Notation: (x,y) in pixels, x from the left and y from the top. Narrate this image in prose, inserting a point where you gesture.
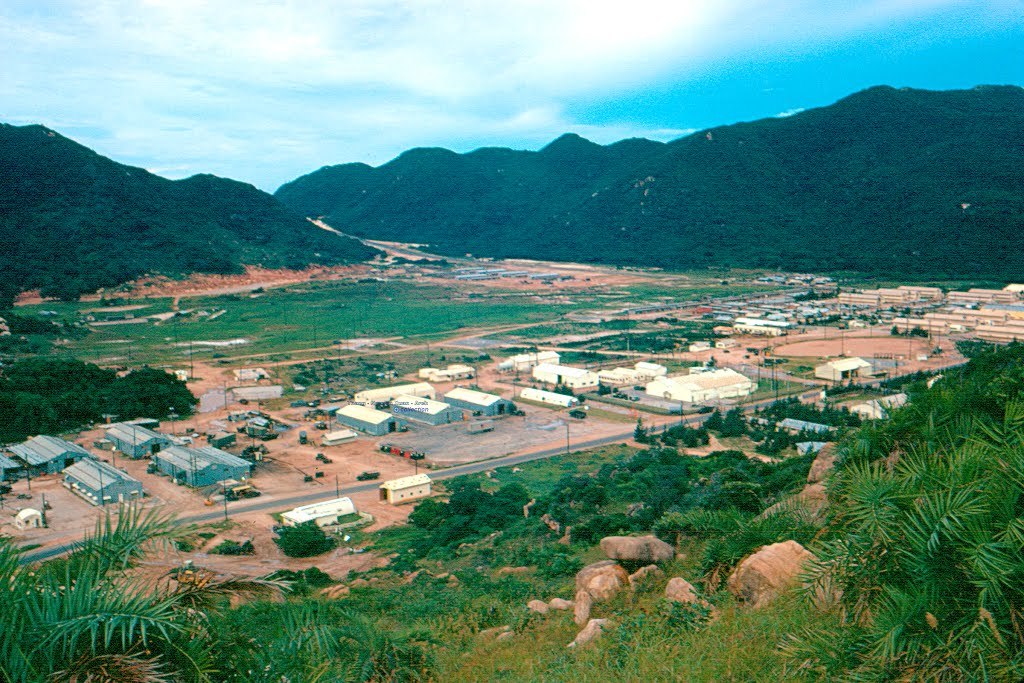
We can see grass (737,604), trees (159,643) and stones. Here we can see houses (83,459). In the background (202,218) we can see grass (319,288), trees (109,248), hills (500,199) and sky (331,131).
